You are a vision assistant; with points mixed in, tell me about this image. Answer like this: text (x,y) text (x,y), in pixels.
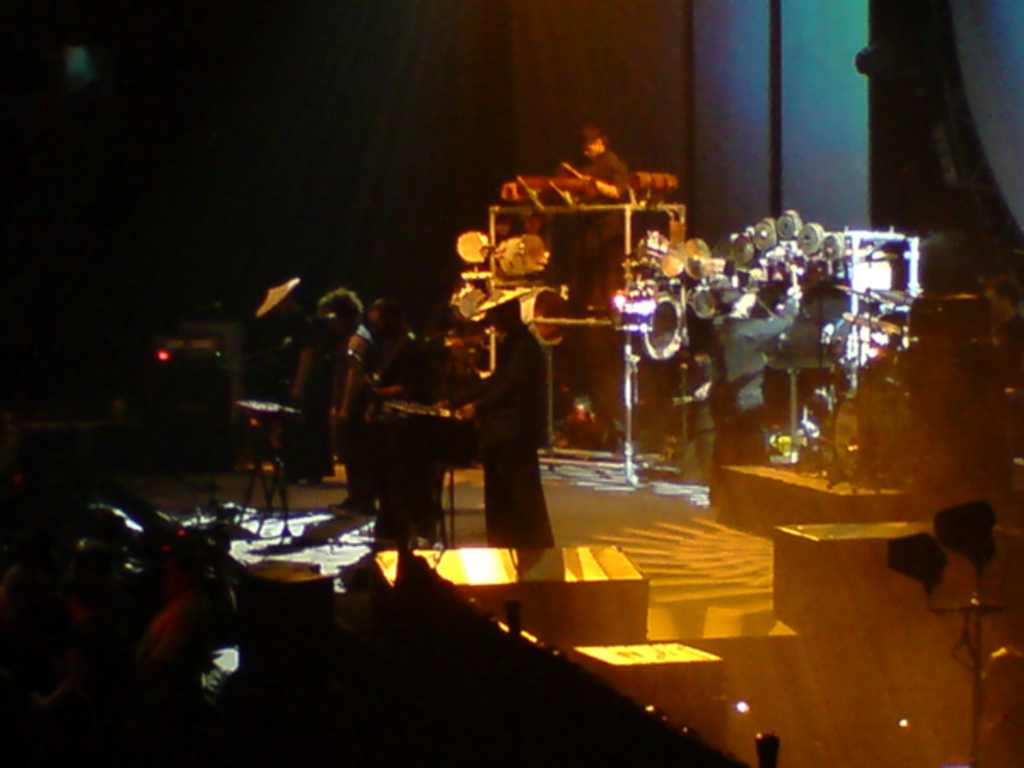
In this image we can see persons (379,404) standing on the floor (572,470) and musical instruments (435,437) are placed in front of them. In the background (763,236) we can see walls (111,182), curtain (804,186) and musical instruments (836,258) are placed on the floor (701,484).
